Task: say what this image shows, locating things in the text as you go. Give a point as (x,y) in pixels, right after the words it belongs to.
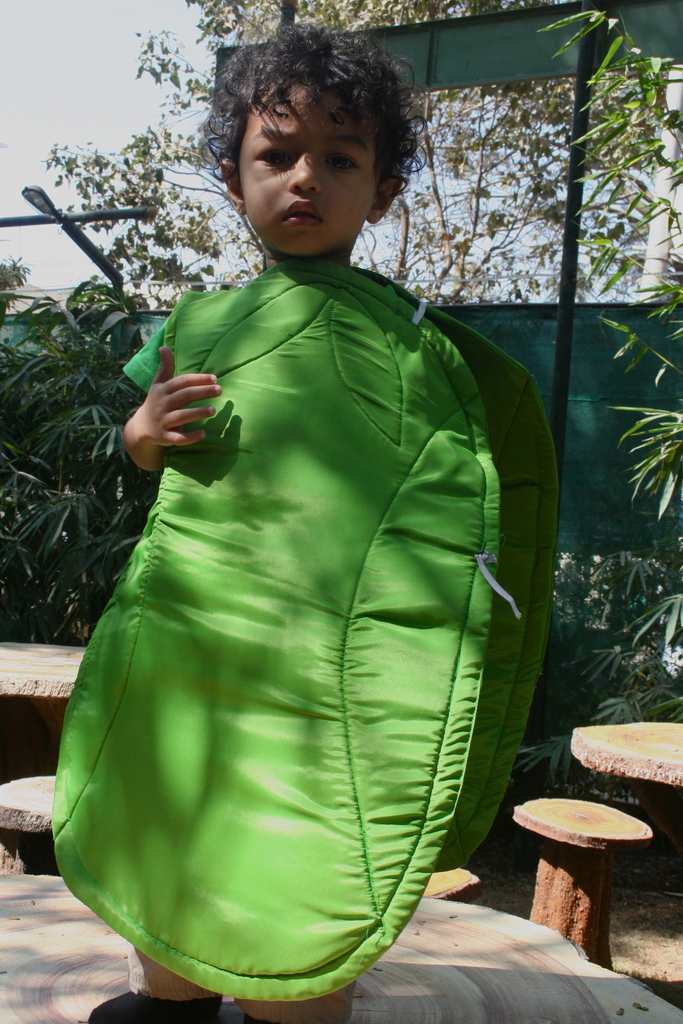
In this image, I can see a kid (264,344) standing. This kid (208,688) wore a fancy dress (378,641), which is green in color. I think these are the wooden tables (457,933) and stool (575,812). I can see the trees (63,390). This looks like a board (538,42), which is attached to the pole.
